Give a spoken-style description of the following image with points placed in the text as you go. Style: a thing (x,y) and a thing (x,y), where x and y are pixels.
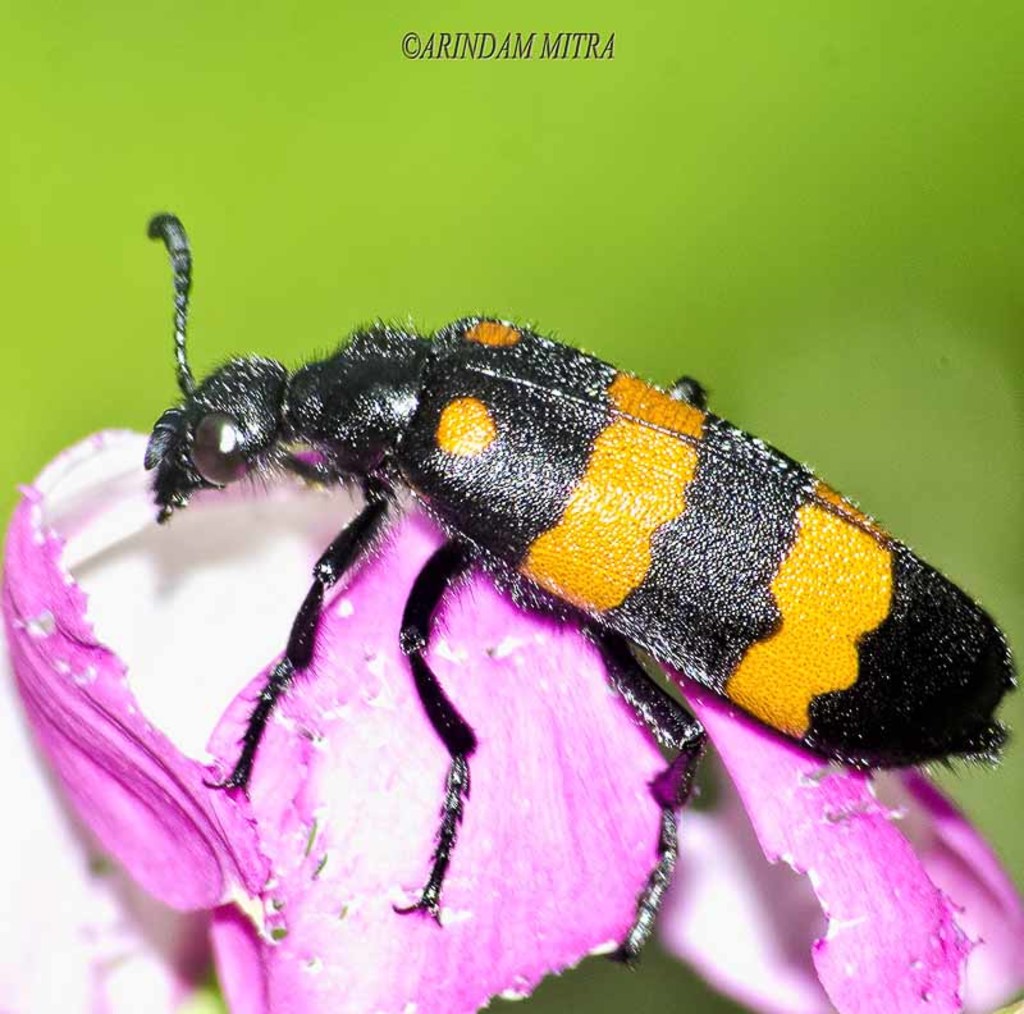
In this image we can see there is an insect (483,535) on the flower (393,826).
